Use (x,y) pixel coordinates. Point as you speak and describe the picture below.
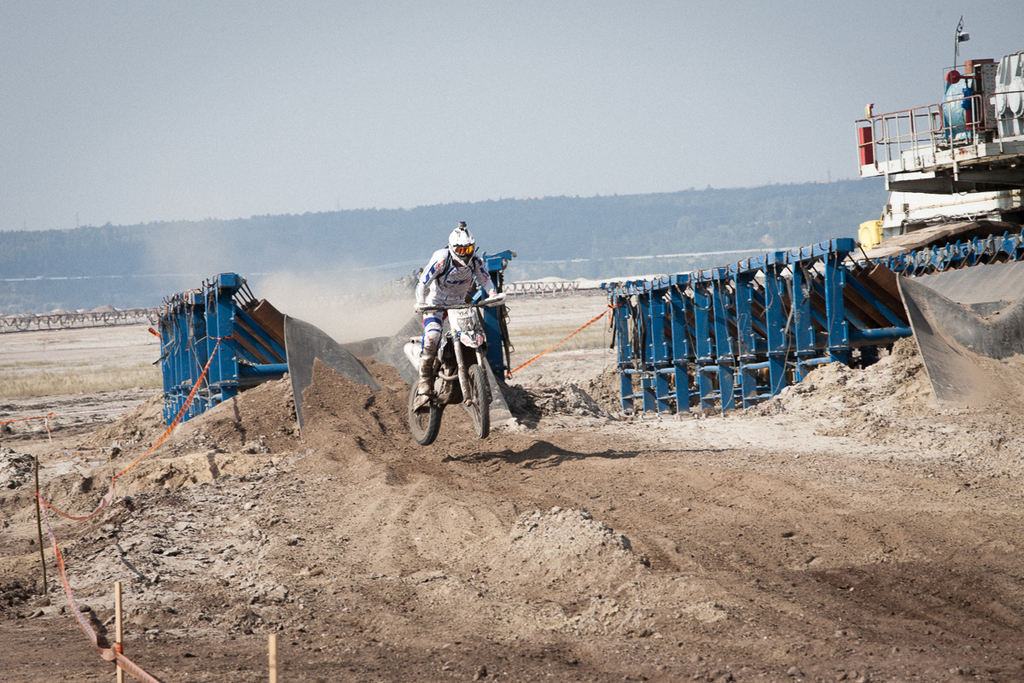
In the foreground (436,391) I can see a person (424,341) is riding a bike (450,345), metal rods (682,374) and a crane (960,109) on the ground (600,563). In the background (220,212) I can see trees (134,248), fence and the sky (264,184). This image is taken may be during a day.
